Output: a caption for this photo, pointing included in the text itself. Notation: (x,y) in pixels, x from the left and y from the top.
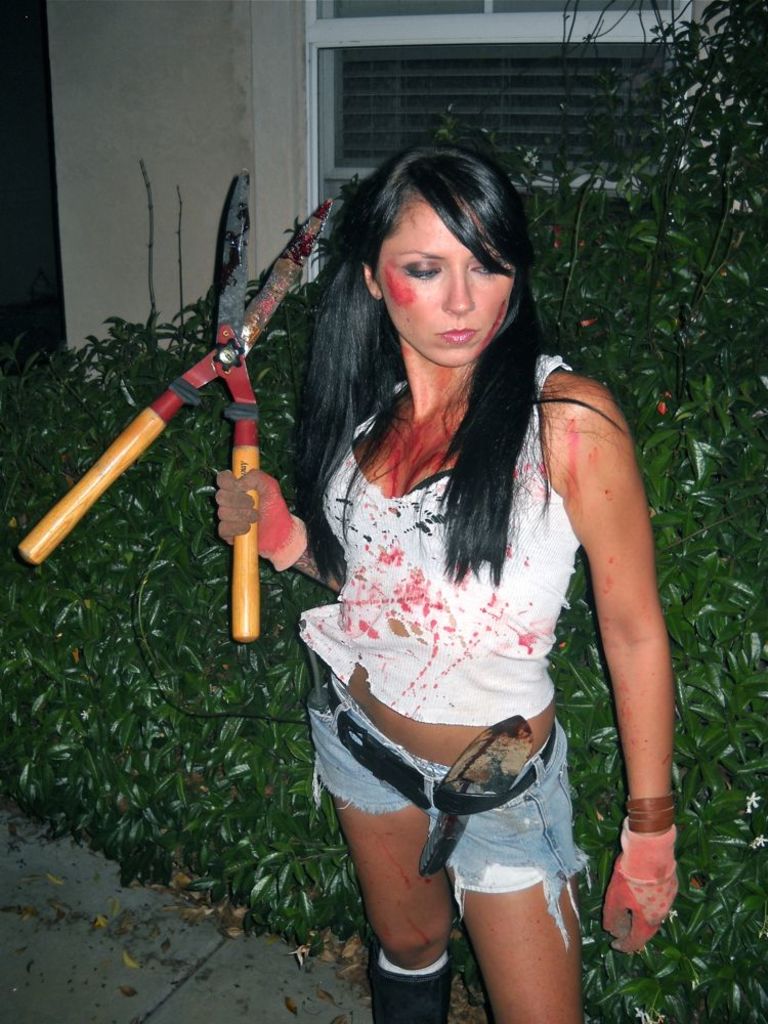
In this image I can see a woman (404,334) is standing in the front (330,446) and I can see she is holding a hedge cutter (248,416). I can see she is wearing a white colour top (421,555), blue shorts (497,848) and gloves (228,534). Behind her I can see bushes (289,400), the wall (276,240) and the window (551,19).
